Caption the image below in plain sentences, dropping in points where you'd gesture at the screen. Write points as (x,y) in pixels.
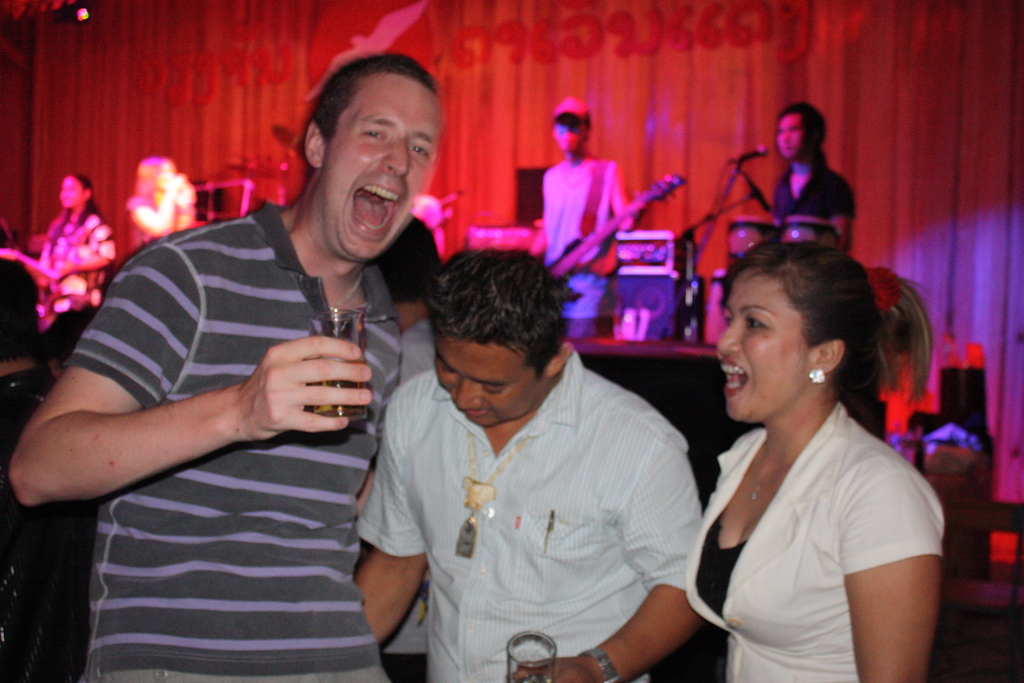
In this picture there are people (221,431) standing, among them there are two men (319,426) holding glasses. In the background of the image (86,259) we can see people (593,304), musical instruments (74,274), microphone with stand (687,279), devices (530,214), curtains (719,117) and objects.
